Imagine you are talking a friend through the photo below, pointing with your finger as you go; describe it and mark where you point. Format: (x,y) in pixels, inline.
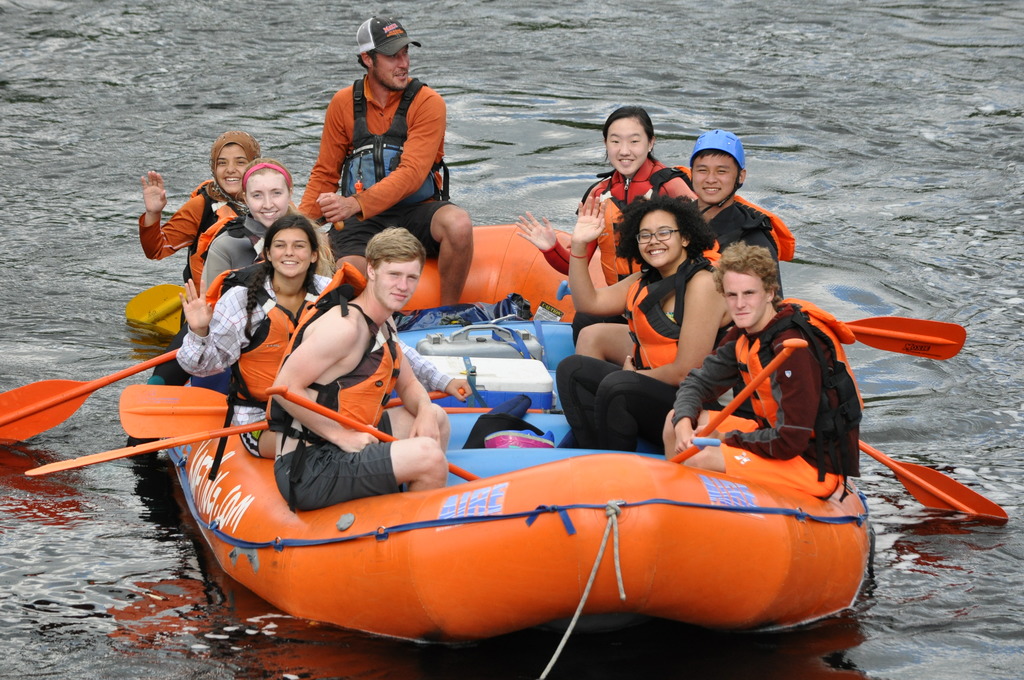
In this picture I can observe a rafting boat (450,414) in the middle of the picture (519,256). There are some people (251,315) sitting in the boat (511,464). In the background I can observe water (268,119).
